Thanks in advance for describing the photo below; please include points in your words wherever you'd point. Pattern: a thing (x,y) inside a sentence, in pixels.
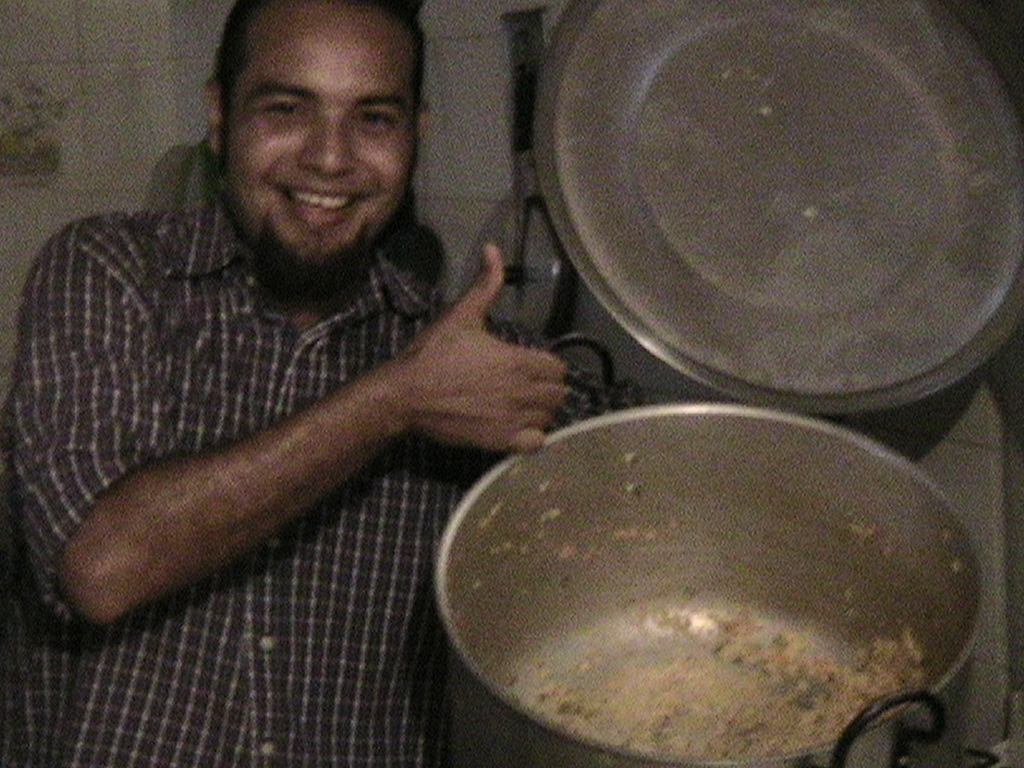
In this image there is a man (292,601) showing the vessel (633,534) by opening its cap (815,346). In the vessel (861,609) there is some food (713,674).
